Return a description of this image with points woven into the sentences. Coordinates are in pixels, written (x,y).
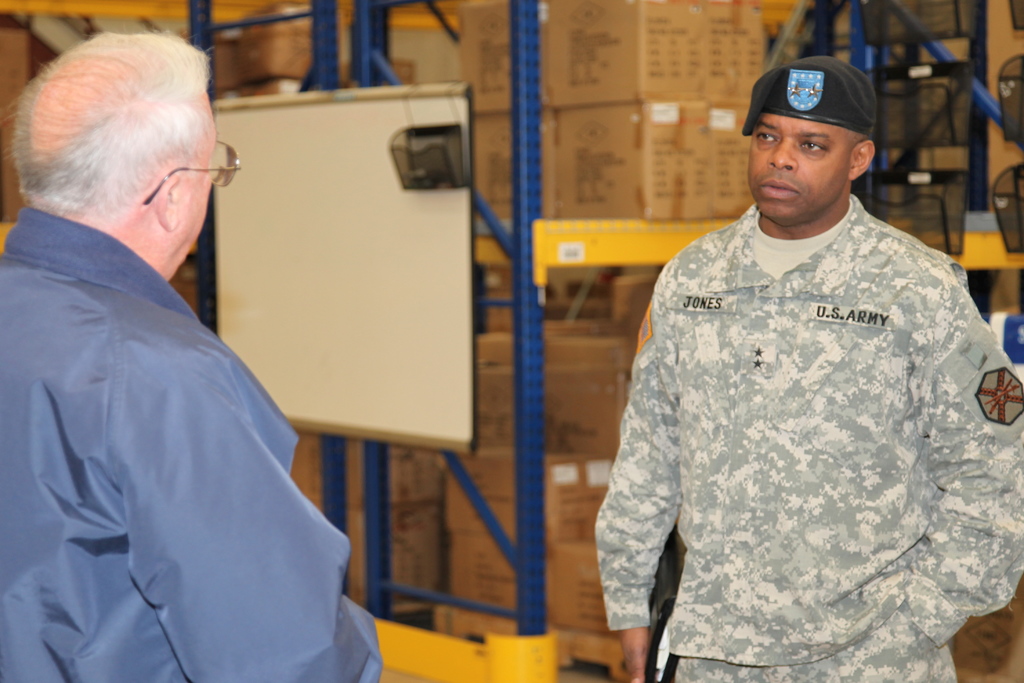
In the center of the image (662,354) we can see two persons (229,478) are standing and they are in different costumes (798,536). Among them, we can see one person (787,655) is holding some object (660,612) and he is wearing a cap (779,102). And the left side person (104,417) is wearing glasses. In the background (367,344) there is a board (419,320), boxes (615,304) and a few other objects (960,215).
